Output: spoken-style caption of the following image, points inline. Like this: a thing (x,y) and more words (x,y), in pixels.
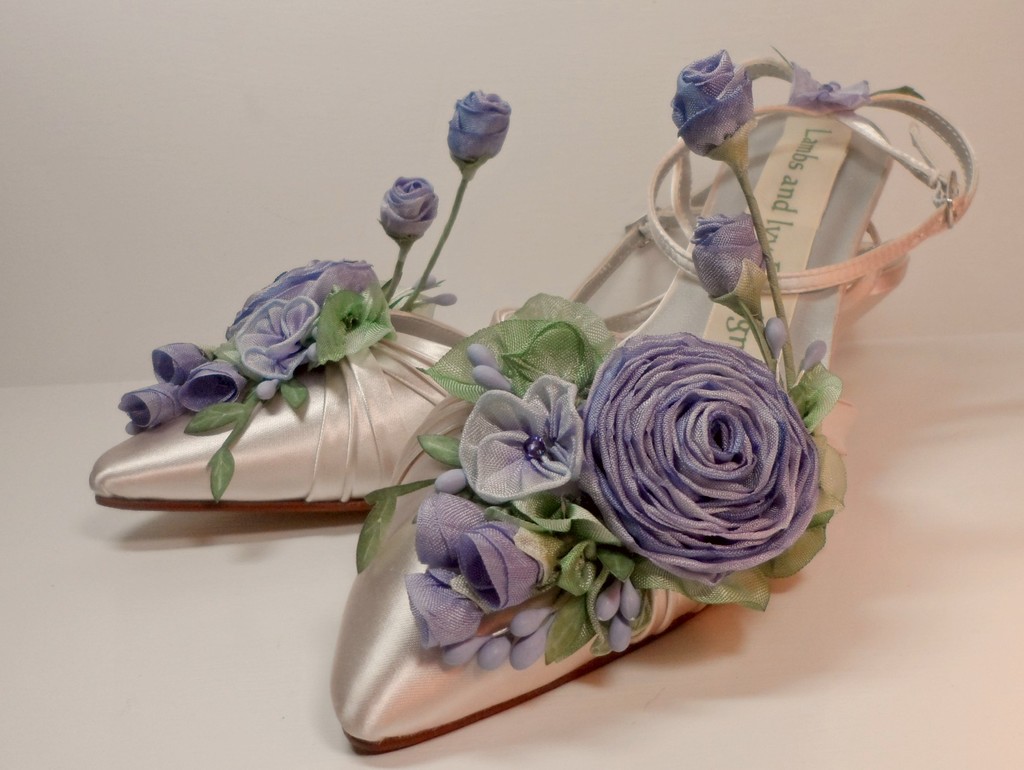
Here in this picture we can see sandals (412,409) present on the floor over there and on that we can see floral design (337,355) present on it over there.
